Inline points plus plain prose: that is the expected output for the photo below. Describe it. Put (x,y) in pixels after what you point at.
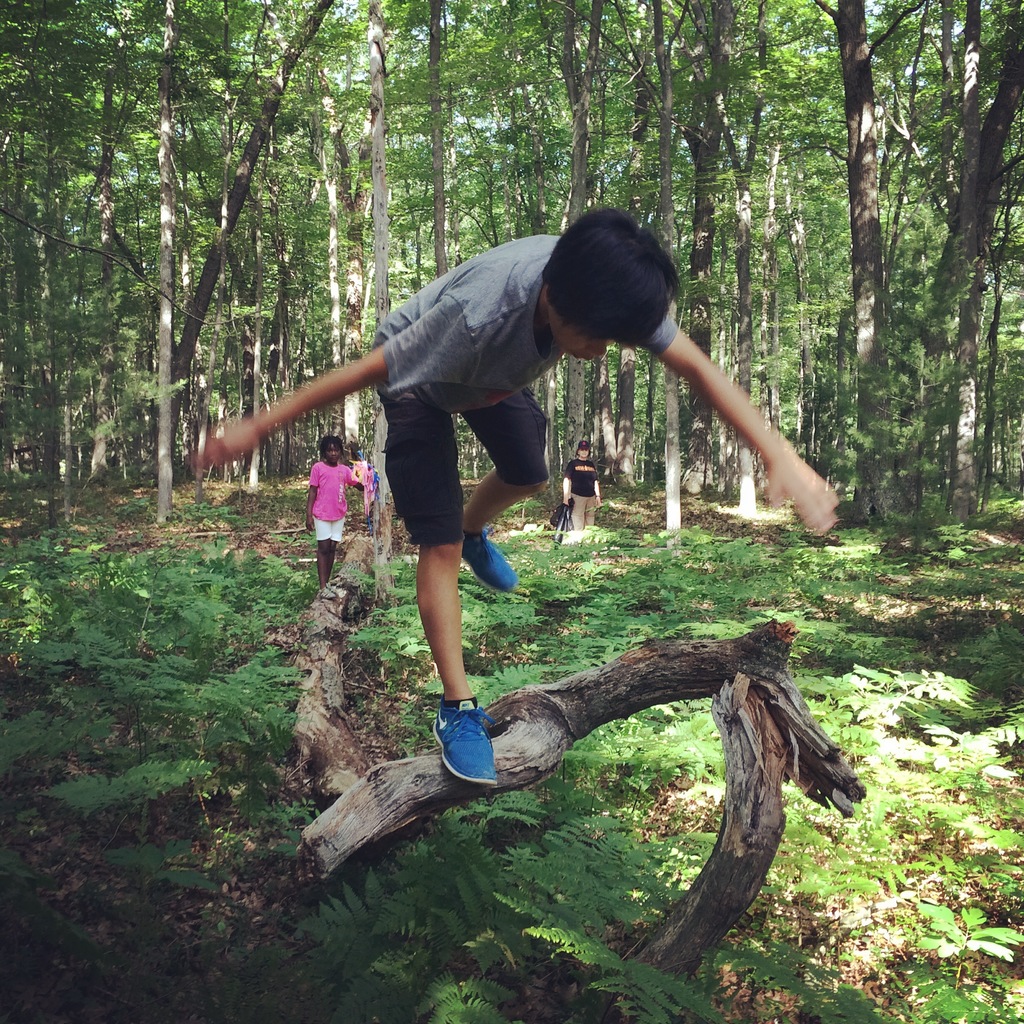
On the left side of the image (117,206) we can see trees (133,208). In the middle of the image (421,431) we can see two persons (579,514) are standing and one person (473,742) is standing on the branch (490,701). On the right side of the image (968,302) we can see trees (962,509).
